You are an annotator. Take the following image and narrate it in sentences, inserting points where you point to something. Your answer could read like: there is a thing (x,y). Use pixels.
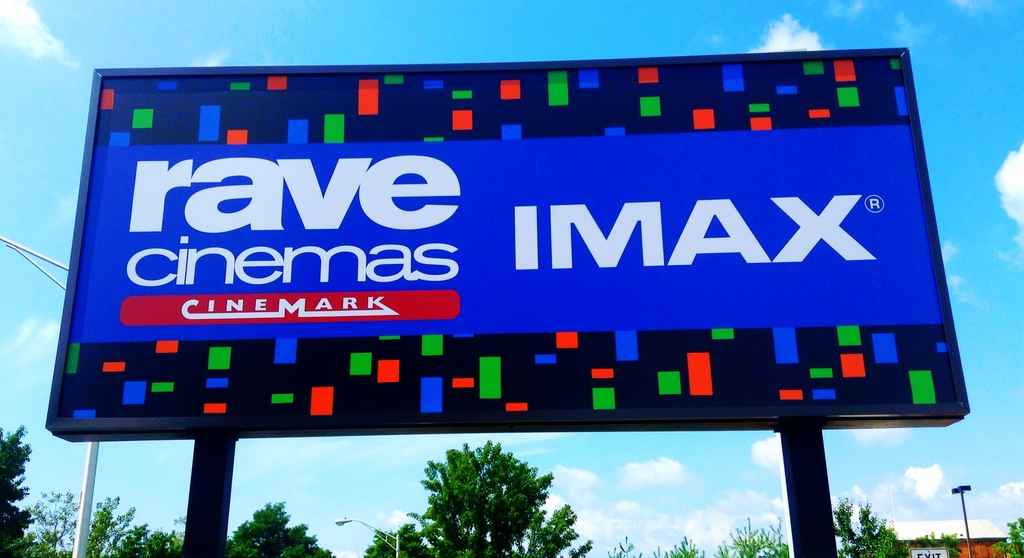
In the picture I can see a blue color hoarding (290,328) on which I can see some text (243,162). In the background (45,542), I can see light poles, trees (898,553), house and the blue color sky (992,199) with clouds (672,522).
